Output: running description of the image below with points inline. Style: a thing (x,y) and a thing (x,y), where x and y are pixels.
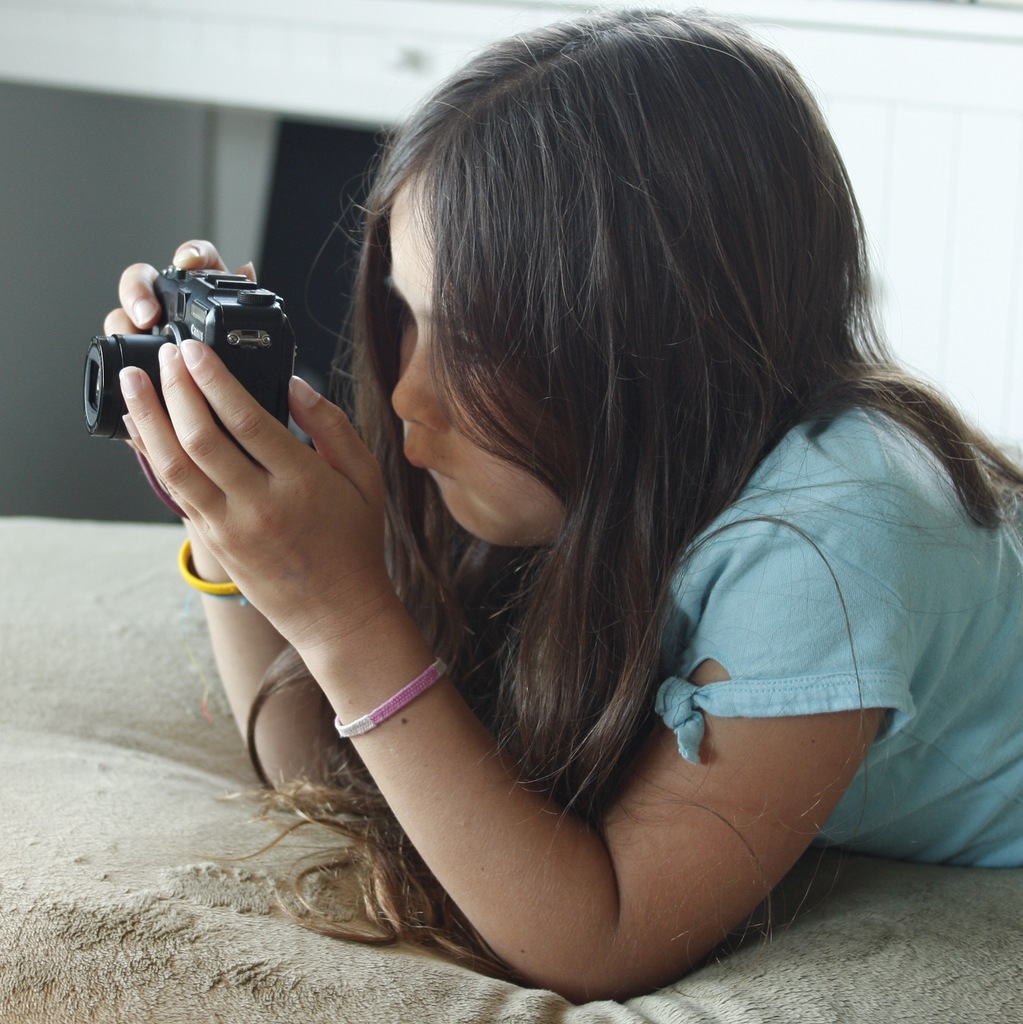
A girl (641,632) is lying on the bed (952,899) and capturing photos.
